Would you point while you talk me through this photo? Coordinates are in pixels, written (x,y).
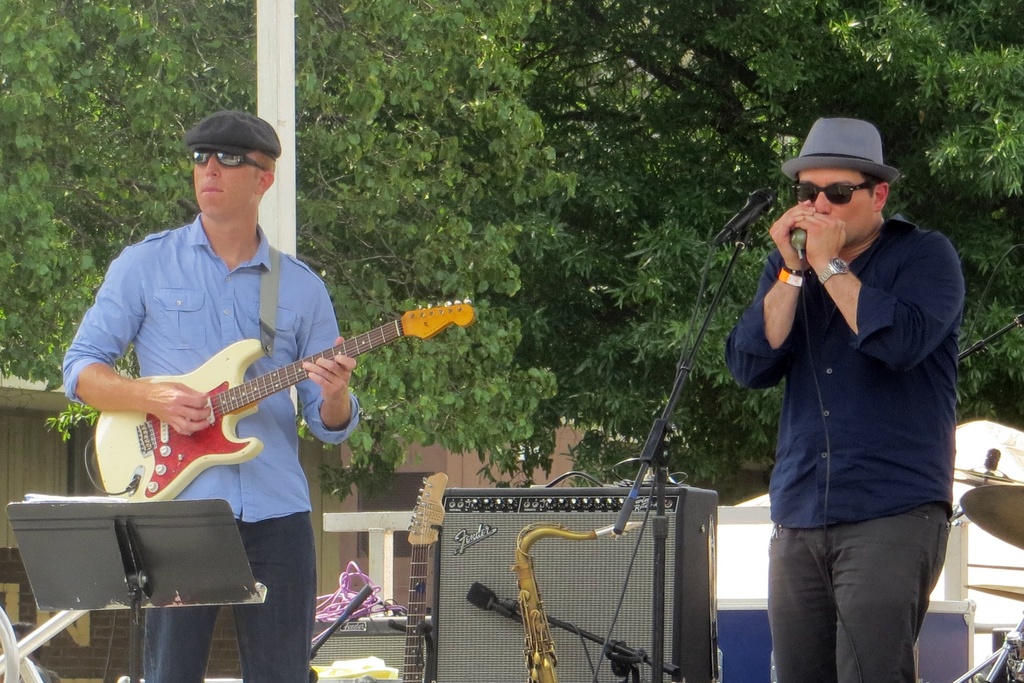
The person (228,317) in the left (249,339) is playing guitar (220,437) and the person (809,353) in the right (822,328) is playing harmonica (818,223) in front of a mic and there are some musical instruments (515,561) behind them. In background (488,232) there are trees (505,153).
